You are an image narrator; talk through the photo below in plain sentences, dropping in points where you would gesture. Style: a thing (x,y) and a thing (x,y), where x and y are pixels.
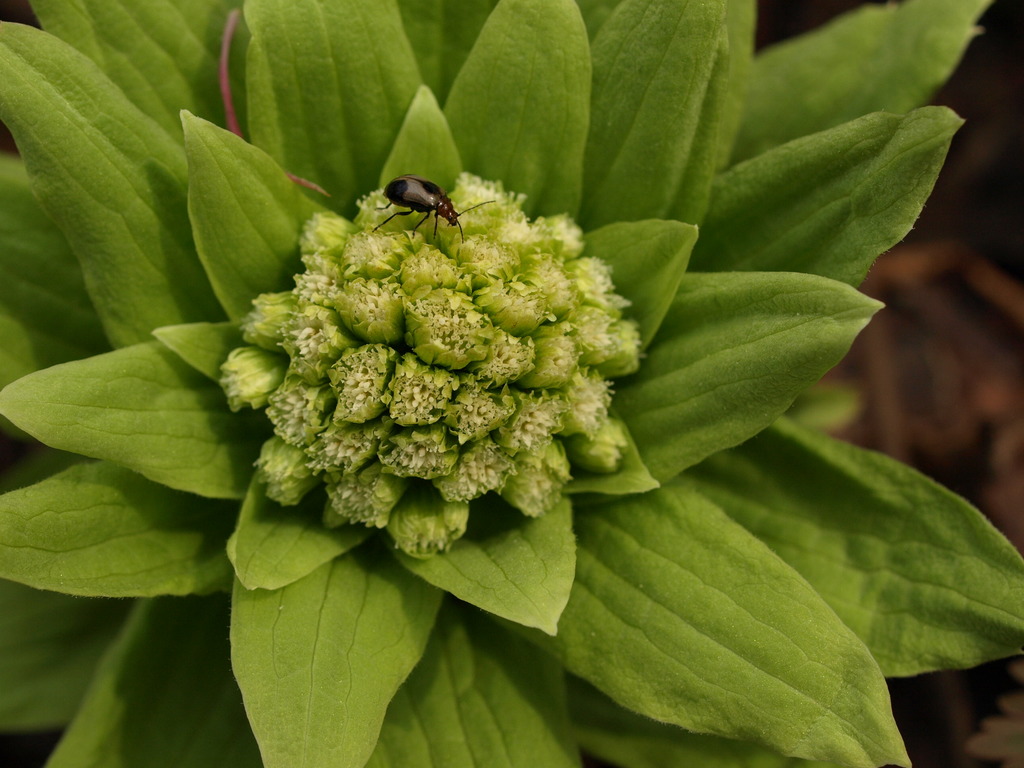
In this picture we can see a plant (431,554) in the front (591,342), there is an insect (435,221) in the middle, we can see a blurry background (963,307).
